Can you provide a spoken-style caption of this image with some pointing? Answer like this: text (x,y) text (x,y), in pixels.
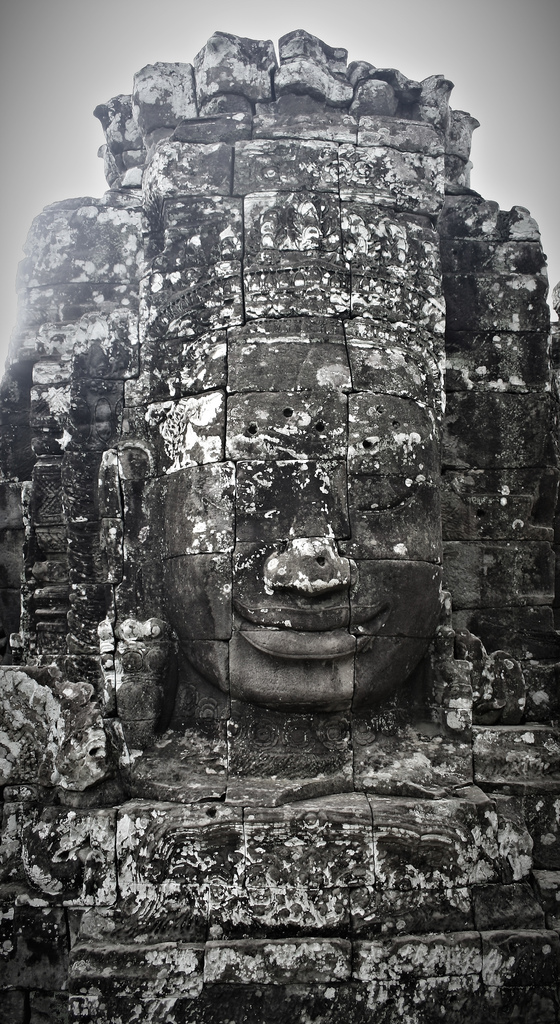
In this image in the center (370,445) there is one sculpture (215,588).
